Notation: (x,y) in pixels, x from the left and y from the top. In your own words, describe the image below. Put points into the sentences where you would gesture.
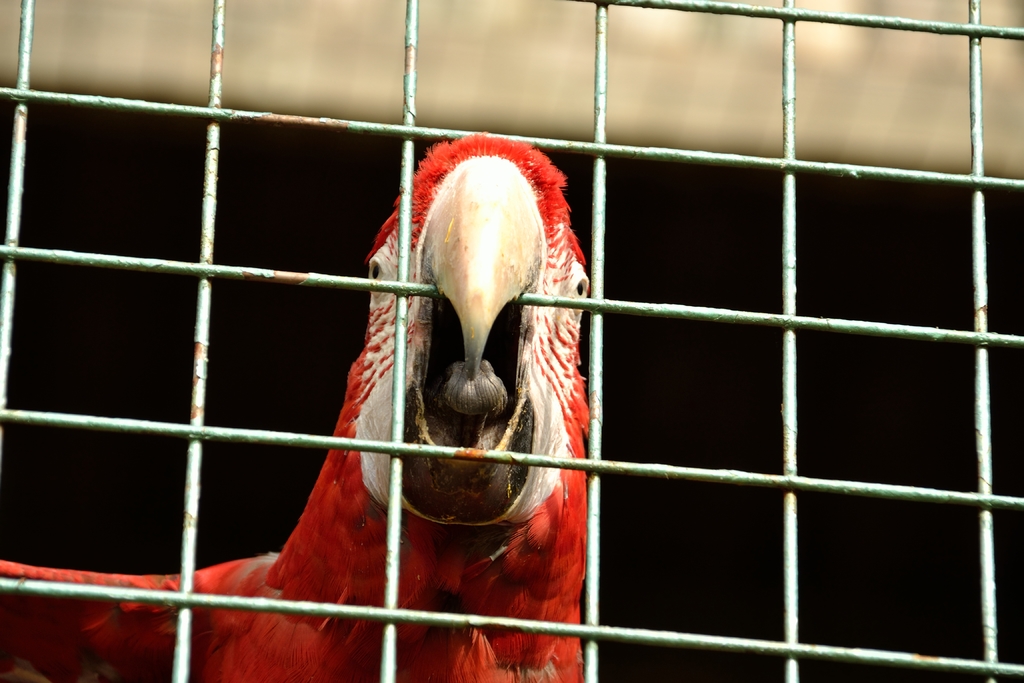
In this image there is a parrot (413,376) and a metal grill (16,118).
